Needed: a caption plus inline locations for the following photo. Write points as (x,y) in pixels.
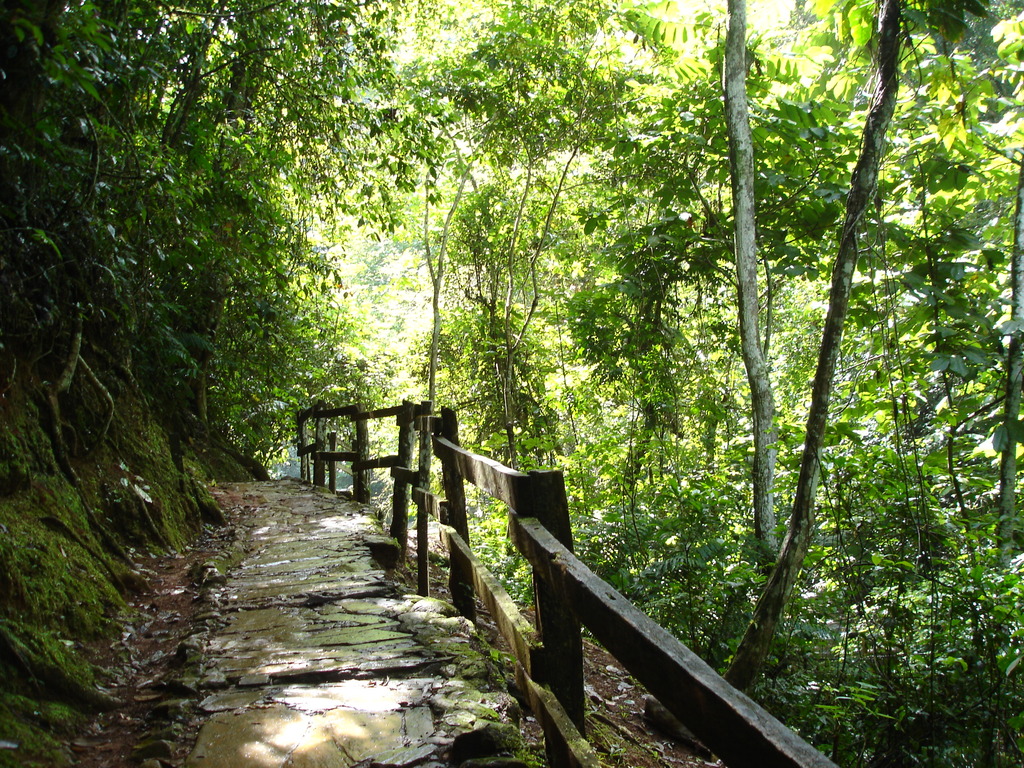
In this image I can see the path (351,564) and the railing (420,586). In the background (257,392) there are many trees (565,268).
